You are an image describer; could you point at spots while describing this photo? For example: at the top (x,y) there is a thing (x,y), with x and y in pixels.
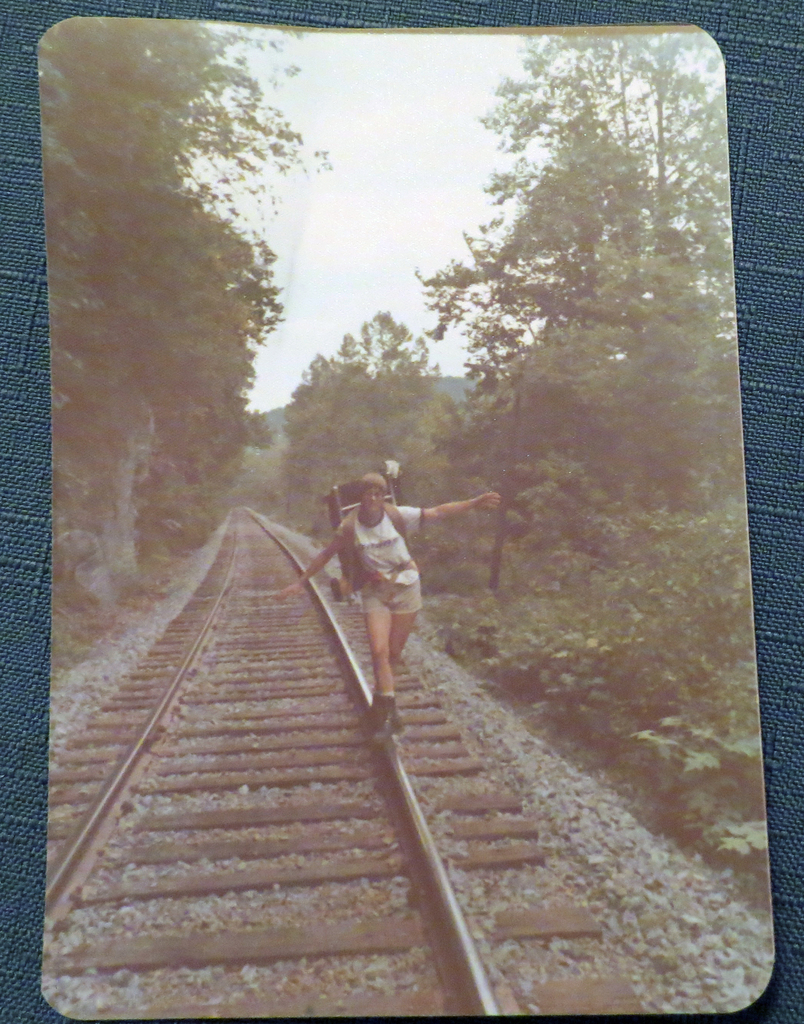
In this image I can see a photograph (385,852) of a person (378,532) standing on a railway track (296,679). There are trees (623,489) on the either sides and there is sky (376,147) at the top (355,156).
